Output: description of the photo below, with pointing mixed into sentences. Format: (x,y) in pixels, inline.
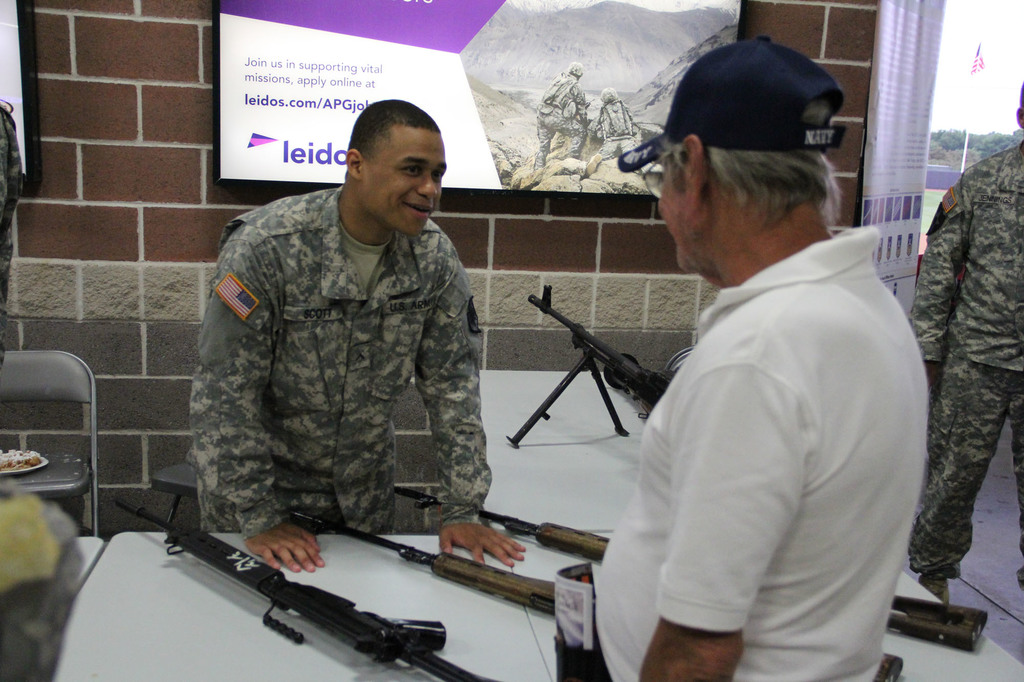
In this image I can see a person (349,357) wearing military uniform (308,350) is standing in front of a white colored table (326,570) and another person (759,492) wearing white t shirt (762,421) and cap (735,89) is standing on the other side of the table (322,582). On the table (362,553) I can see few guns (337,620) which are black and brown in color. In the background (586,329) I can see a television screen (523,75), the wall (201,118), a chair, a person (974,394) standing, a flag (980,56), few trees (979,147) and the sky (981,97).
